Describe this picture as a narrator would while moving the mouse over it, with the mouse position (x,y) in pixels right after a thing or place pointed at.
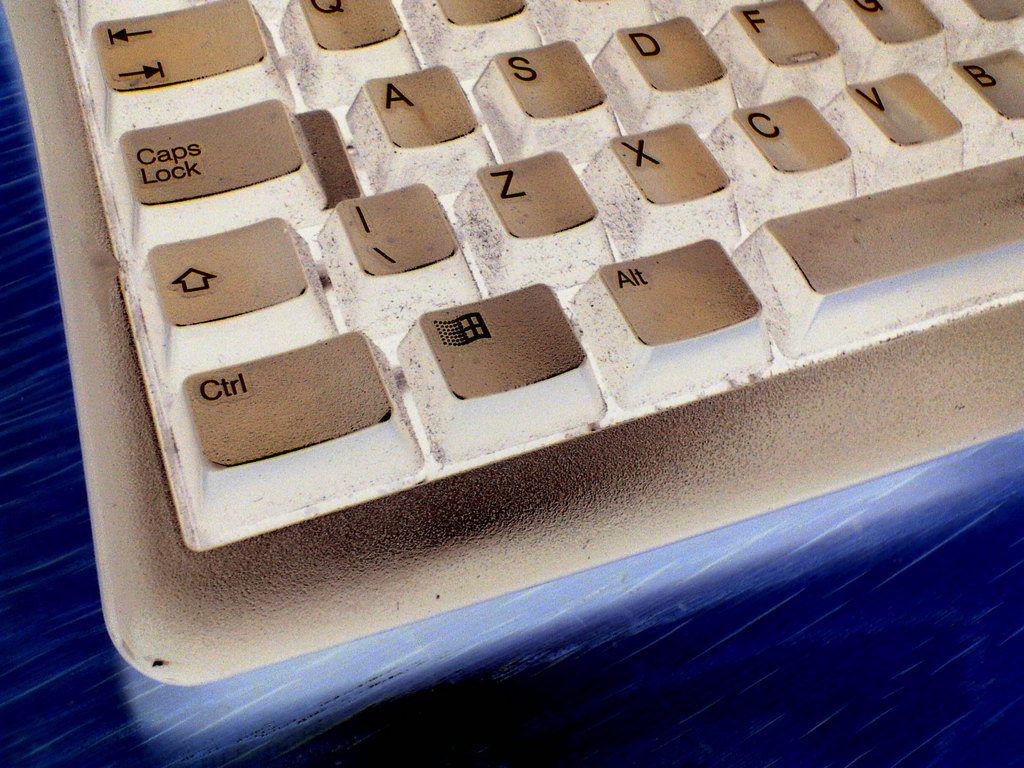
In this image I can see there is a keyboard (254,341) in white color.
